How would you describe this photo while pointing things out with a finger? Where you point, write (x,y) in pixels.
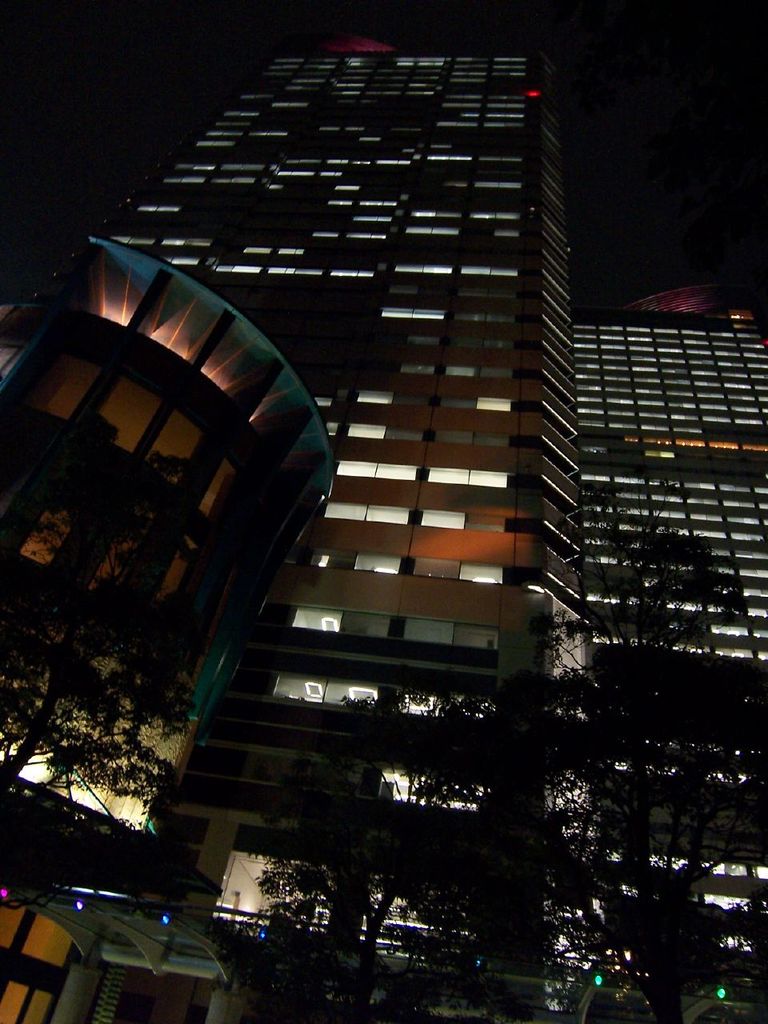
In this image we can see buildings (326,513) with lights (381,400). At the bottom (668,886) there are trees (411,844). In the background (703,271) it is dark.
